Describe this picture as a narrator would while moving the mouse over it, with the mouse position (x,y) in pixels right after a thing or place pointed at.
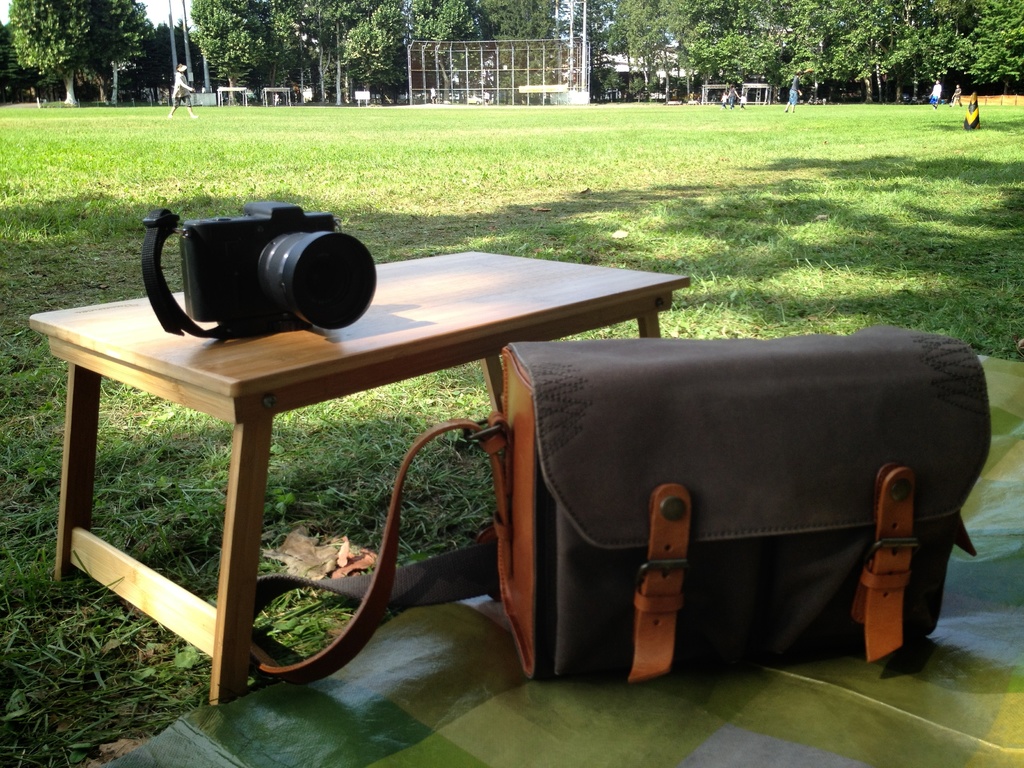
In the middle (452,319) there is a table (449,323) on the table (409,296) there is a camera (281,270). On the right (806,728) there is a blanket (805,695) on that there is a bag (650,520). In the back ground (340,60) there are some people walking and there are trees (489,28). At the bottom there is a grass (763,212).
